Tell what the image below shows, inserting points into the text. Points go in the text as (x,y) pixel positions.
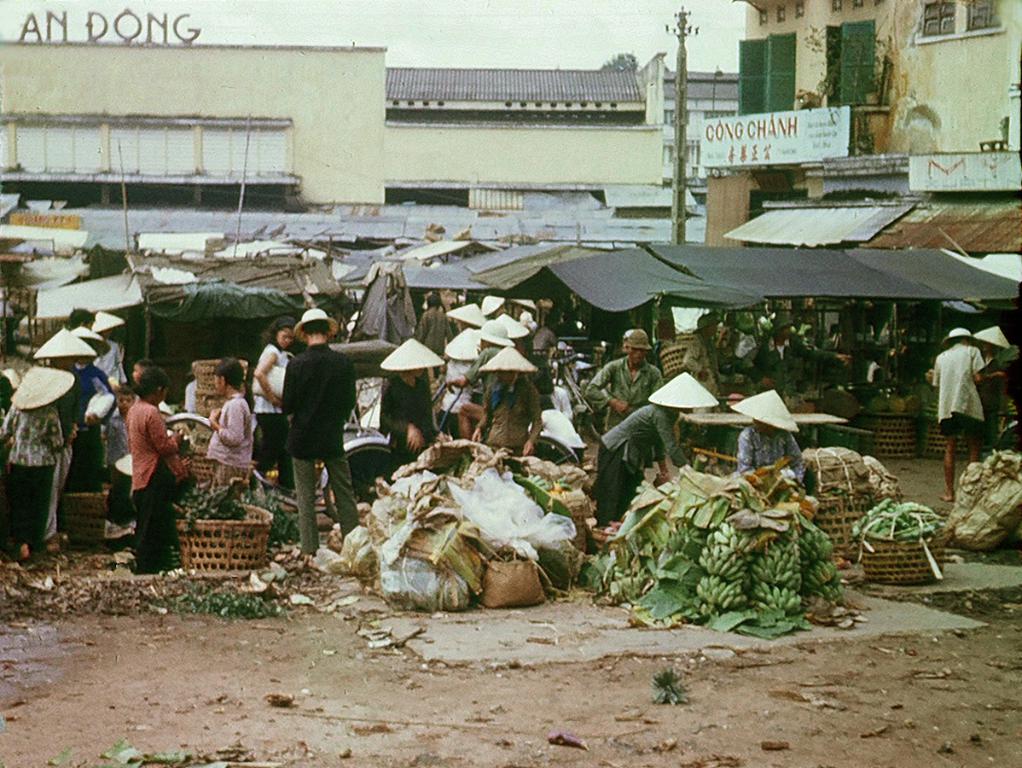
In the picture I can see buildings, people (414,376) standing on the ground (411,739), bananas (749,595), baskets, bags (406,562), stalls (847,365), a pole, vegetables (239,505) and some other objects (366,485). These people (337,479) are wearing hats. In the background (456,60) I can see the sky (457,30).
